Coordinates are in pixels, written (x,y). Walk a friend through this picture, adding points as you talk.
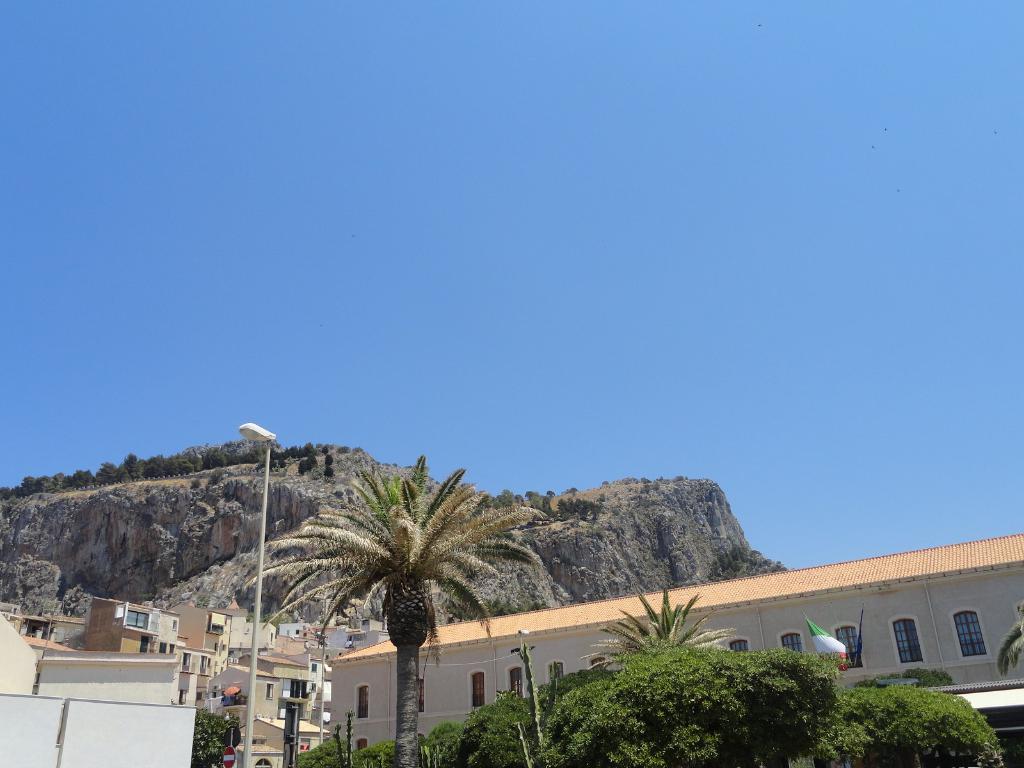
In this image, at the bottom (509,647) there are trees (415,717), poles (255,660), street lights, flag (830,655), buildings (784,642), cc camera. At the top (407,199) there are hills (333,506), sky (471,450).
